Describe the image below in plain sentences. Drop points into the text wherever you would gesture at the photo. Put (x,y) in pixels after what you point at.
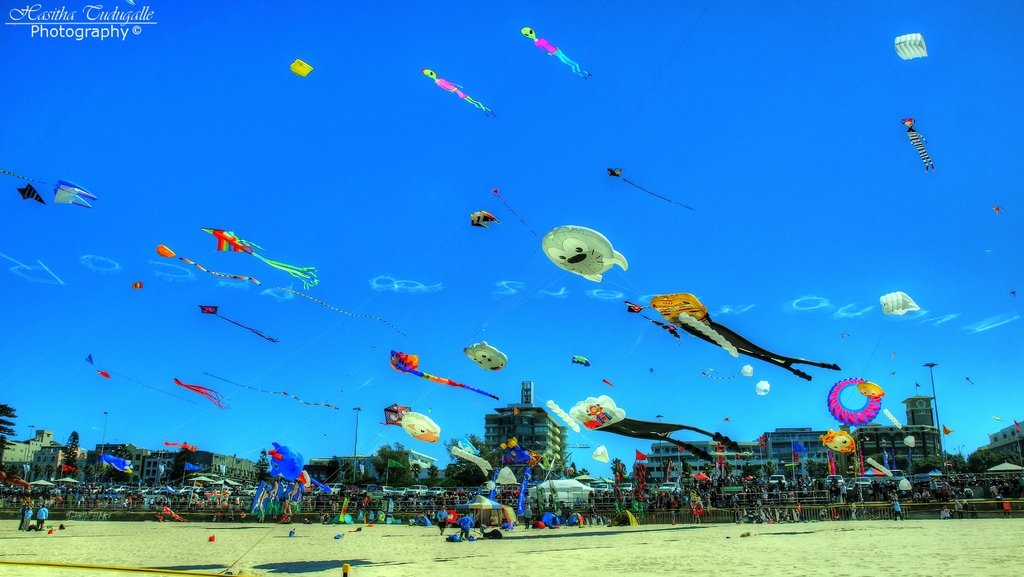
In this image, we can see some items (866,419) which are flying in the air (319,364). In the background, we can see some umbrellas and a group of people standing under the umbrella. In the background (122,495), we can see a group of people (187,495), cars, building (1021,429), towers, lights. At the top (107,125), we can see a sky (233,73) which is in blue color, at the bottom (997,560), we can see the sand (239,551).
